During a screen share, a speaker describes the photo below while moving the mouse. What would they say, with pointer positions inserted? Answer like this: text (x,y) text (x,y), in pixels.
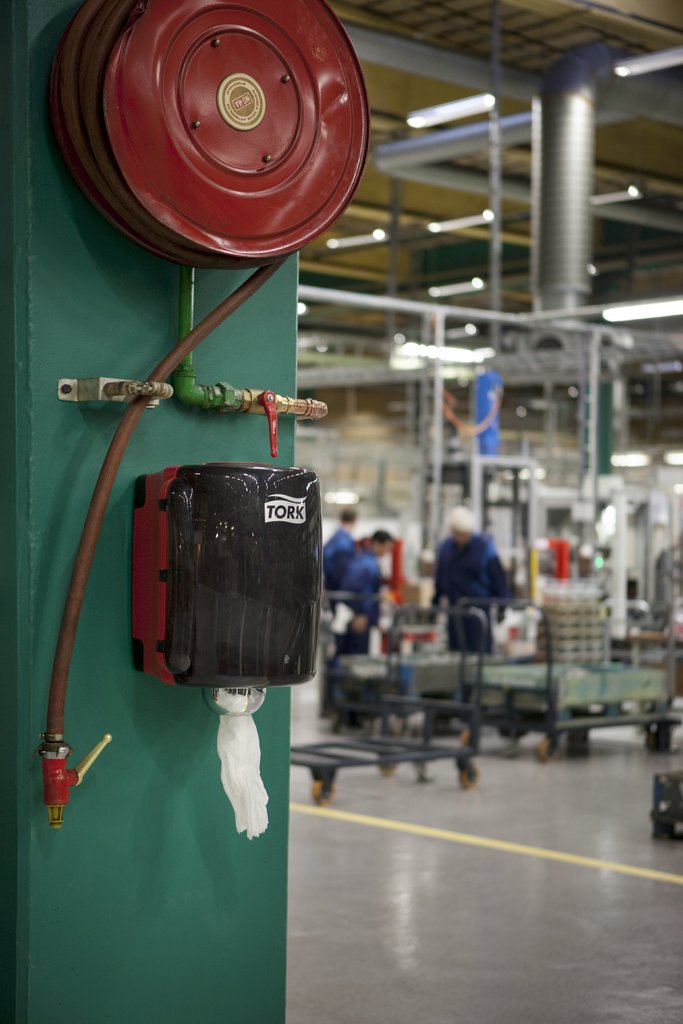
In this image we can see a wall (50,275), pipes (150,383) and other objects (150,19) on the left side of the image (77,435). In the background of the image (497,503) there are persons (365,618), iron objects (433,458) and other objects (490,471). At the bottom of the image (556,886) there is the floor (478,875). At the top of the image (457,107) there is the ceiling (435,96) and iron objects (546,190).
